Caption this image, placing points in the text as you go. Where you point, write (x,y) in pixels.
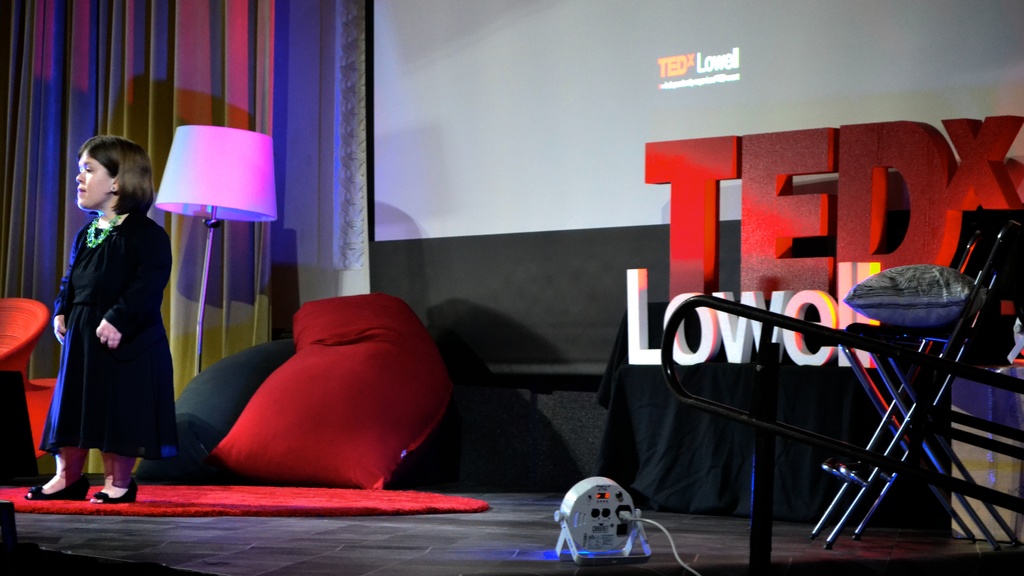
In the foreground (121,185) I can see a woman (102,300) is standing on the floor mat (314,515), cushions (319,455), chairs (880,449), machine (590,502), metal rods (913,355) and a lamp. In the background (180,372) I can see a screen (518,134), curtains (251,113) and text (743,230). This image is taken may be in a hall (531,499).
